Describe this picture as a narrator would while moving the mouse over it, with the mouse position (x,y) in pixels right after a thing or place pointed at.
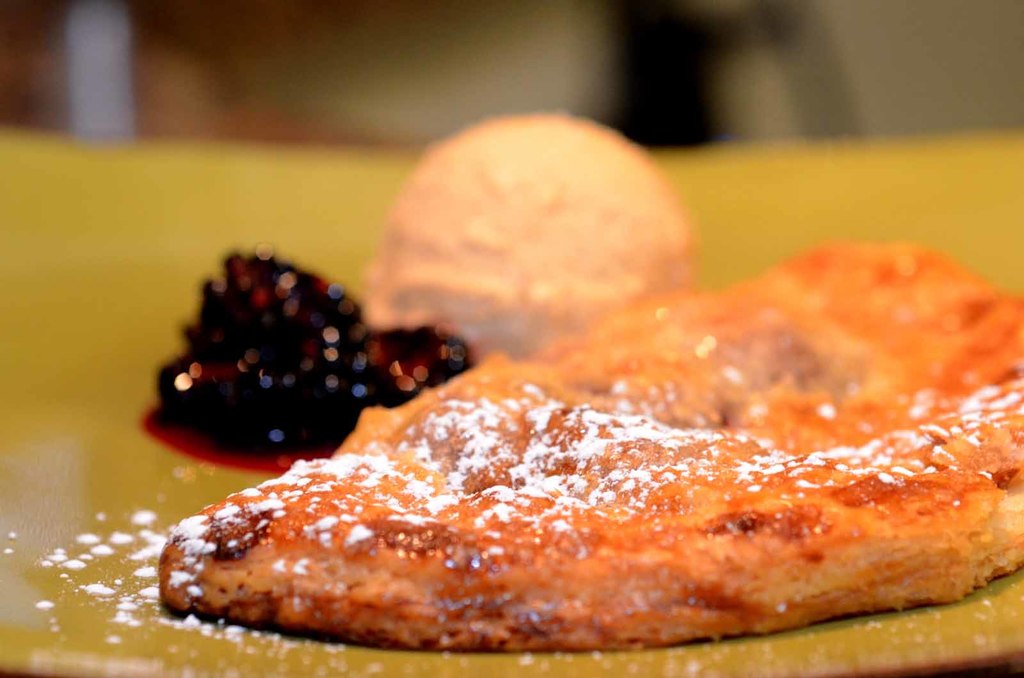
Here in this picture we can see some food items (448,350) present on a plate (116,278) over there.
